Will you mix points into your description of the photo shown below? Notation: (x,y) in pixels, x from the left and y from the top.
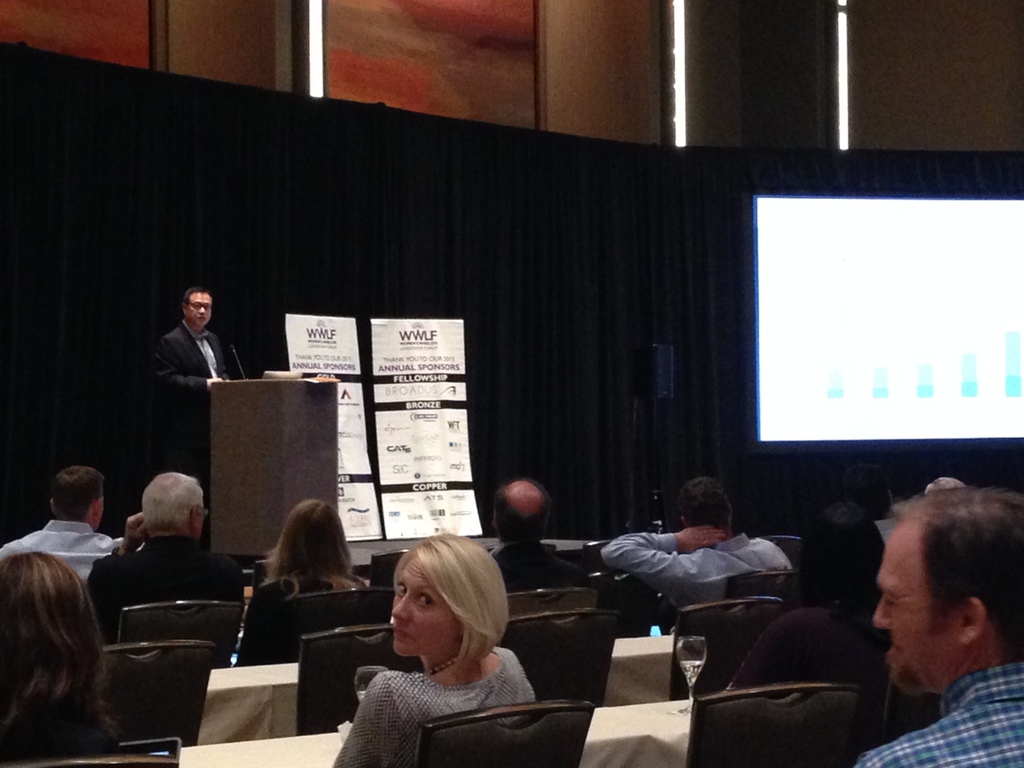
There are persons (311,519) in different color dresses (91,546), sitting on chairs (518,614). In front of them, there are tables (670,689), on which there are some objects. In the background (178,350), there is a person (189,343) in a suit (189,343), standing in front of a stand (273,388), on which there is a mic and other objects (263,379), beside him, there are two banners (324,316) and a black color sheet (305,195), there is a screen (850,317) arranged and there are lights (312,33) attached to the wall (725,90).
